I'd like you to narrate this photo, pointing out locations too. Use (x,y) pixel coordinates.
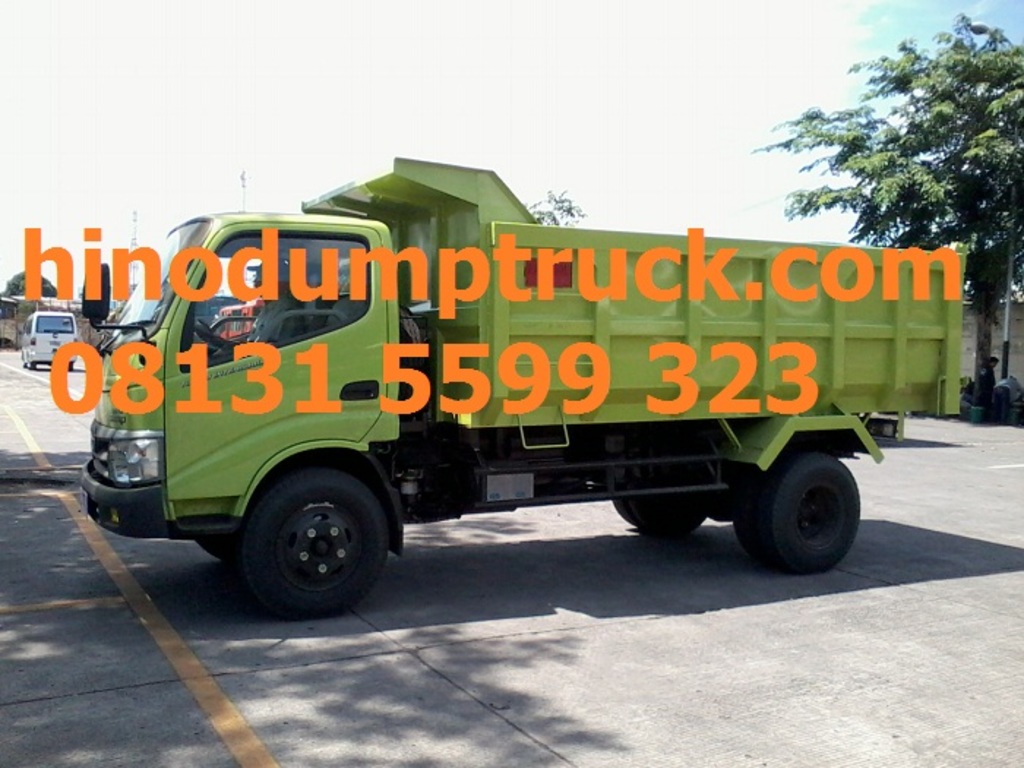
In this image we can see vehicles (323,549) on the road (594,592). In the back (660,194) there are trees (819,116) and there is sky (440,100) with clouds (630,87). Also we can see text (504,263) and numbers (746,384) on the image.
